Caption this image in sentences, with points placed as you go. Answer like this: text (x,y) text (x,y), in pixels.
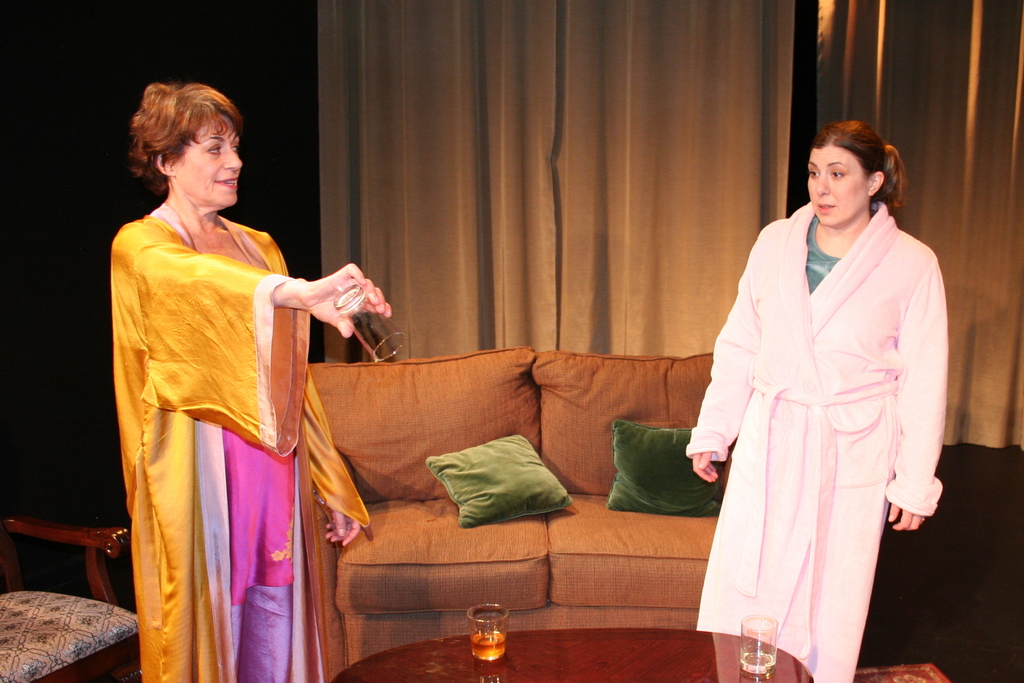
On the background (897,83) we can see a brown colour curtain (696,133). We can see two women (168,230) standing near to the table (522,653) and on the table (622,675) we can see drinking glasses (754,657). This woman (325,293) is holding a glass (383,317) in her hand (328,307). Behind to them we can see sofa (395,435) with cushions (618,507).
